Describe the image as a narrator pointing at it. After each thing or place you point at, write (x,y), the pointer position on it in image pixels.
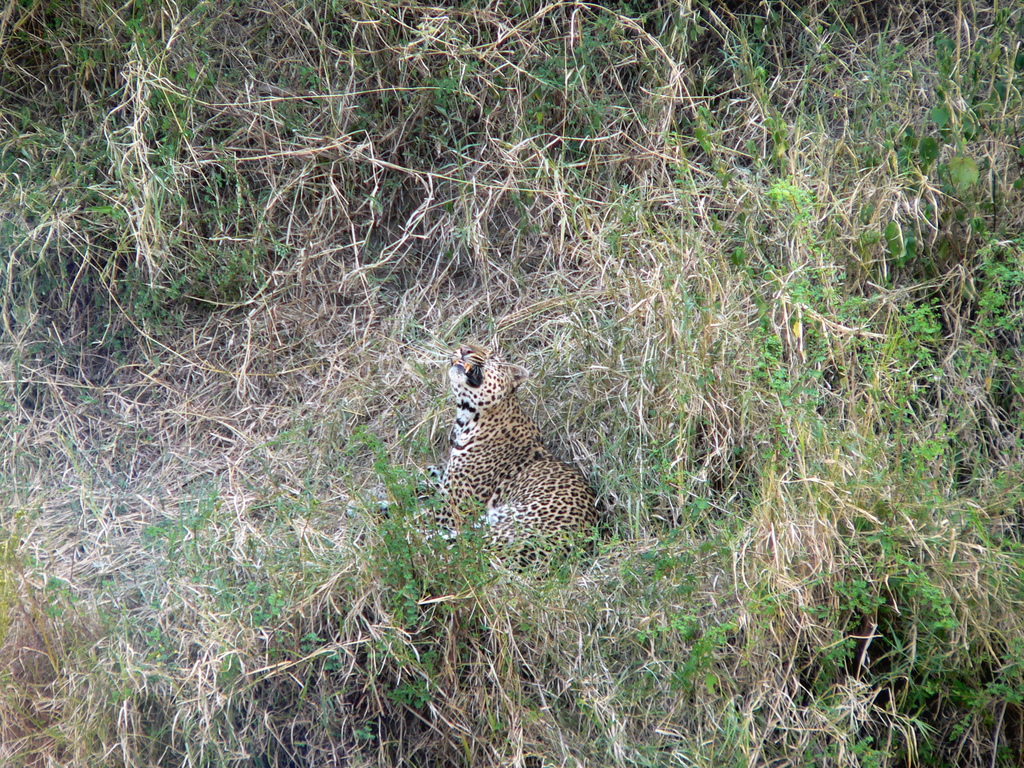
In the middle (510,412) I can see a leopard (477,421) on the grass (586,423). This image is taken may be on the ground (662,393) during a day.
